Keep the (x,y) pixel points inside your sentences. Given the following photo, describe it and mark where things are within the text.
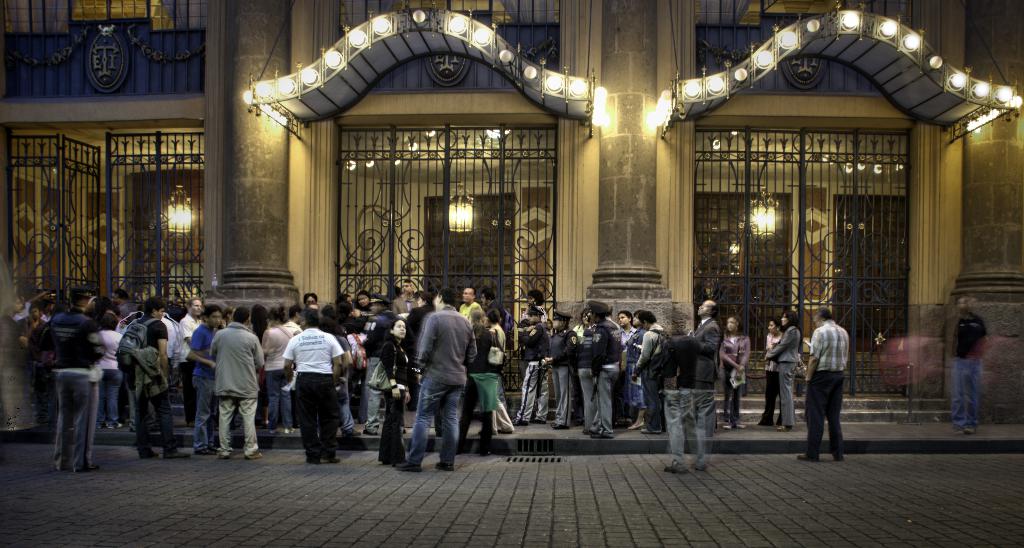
In this picture we can see a building (38,9), gates (726,177) and lights (1010,93). We can see people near to the building (750,366). At the bottom portion of the picture (449,493) we can see the road (485,537).
